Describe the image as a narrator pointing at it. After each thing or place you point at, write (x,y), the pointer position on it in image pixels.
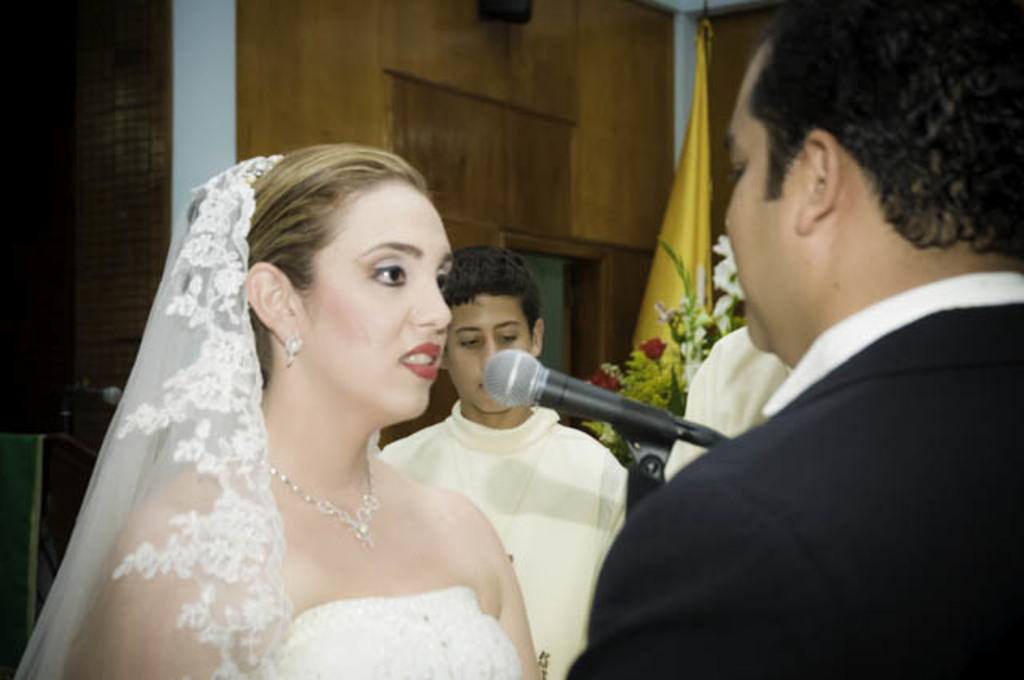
In this picture there is a woman (347,404) standing and she might be talking and there are three people (953,316) standing. At the back (726,253) there is a flag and there are flowers (680,379) and microphones (690,427) and there is a podium (81,486). There is an object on the wall (405,73).
